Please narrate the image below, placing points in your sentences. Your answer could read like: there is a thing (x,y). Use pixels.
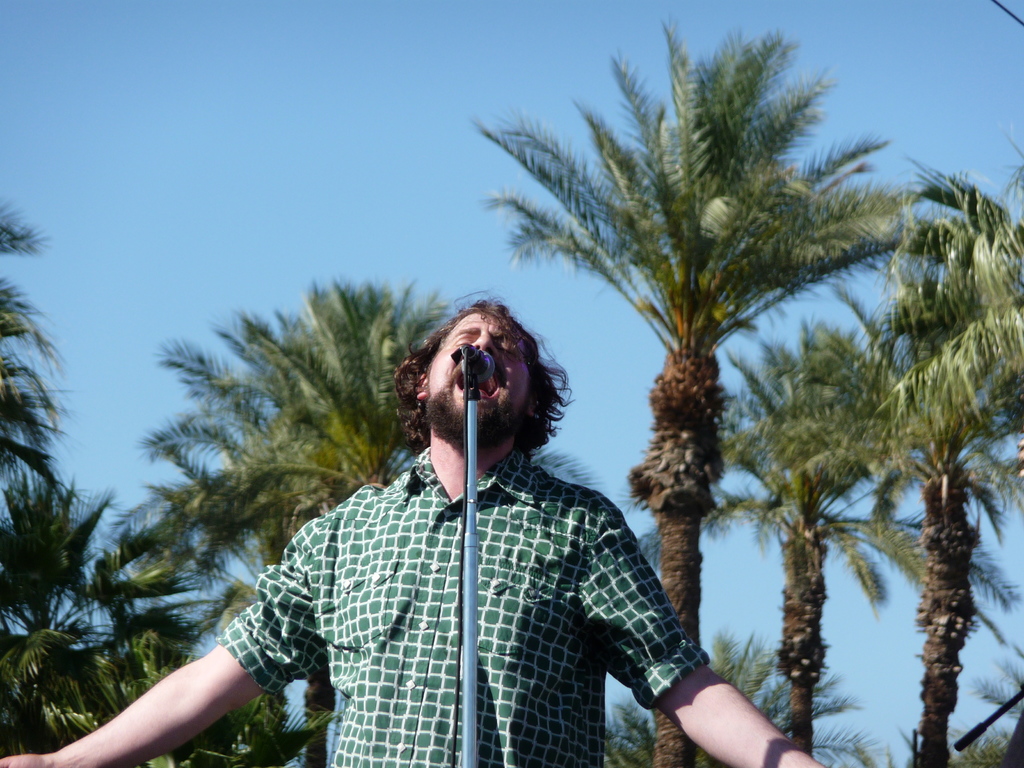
In this picture we can see a man (419,648) in the shirt (427,601) is singing a song. In front of the man (491,414) there is a microphone (483,355) with stand (473,492) and a cable (462,502). Behind the man (449,594) there are trees (46,618) and the sky (309,166).
